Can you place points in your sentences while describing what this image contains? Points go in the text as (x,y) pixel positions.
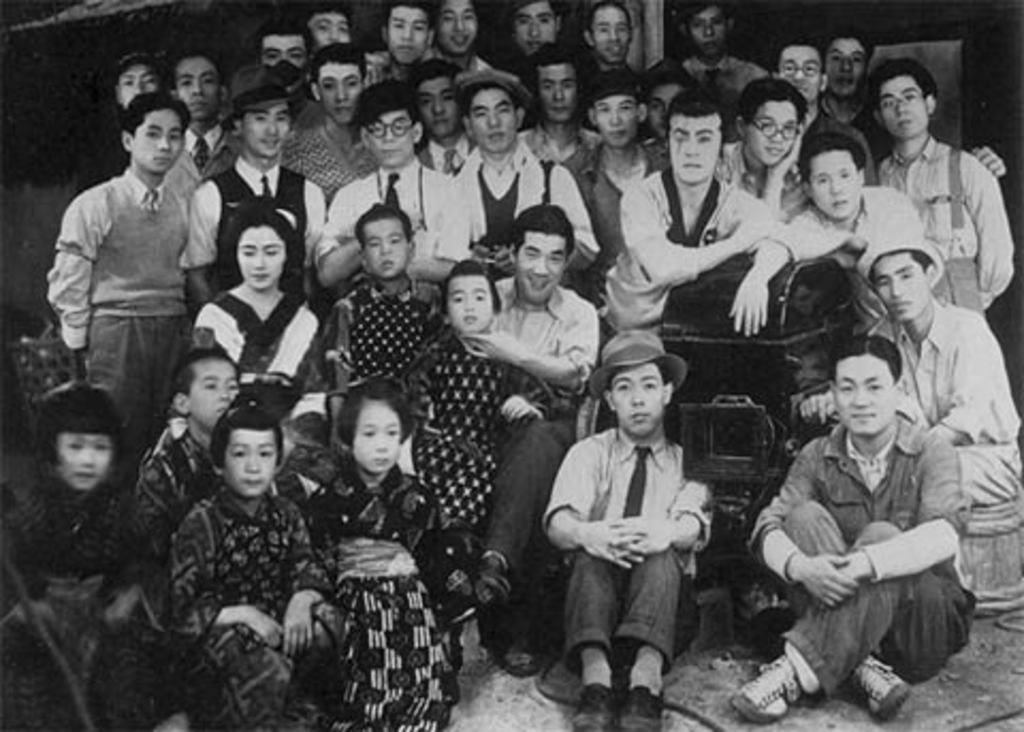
In this image there are persons (347,198) sitting and standing. In the center (669,341) there is an object (711,350) which is black in colour.
